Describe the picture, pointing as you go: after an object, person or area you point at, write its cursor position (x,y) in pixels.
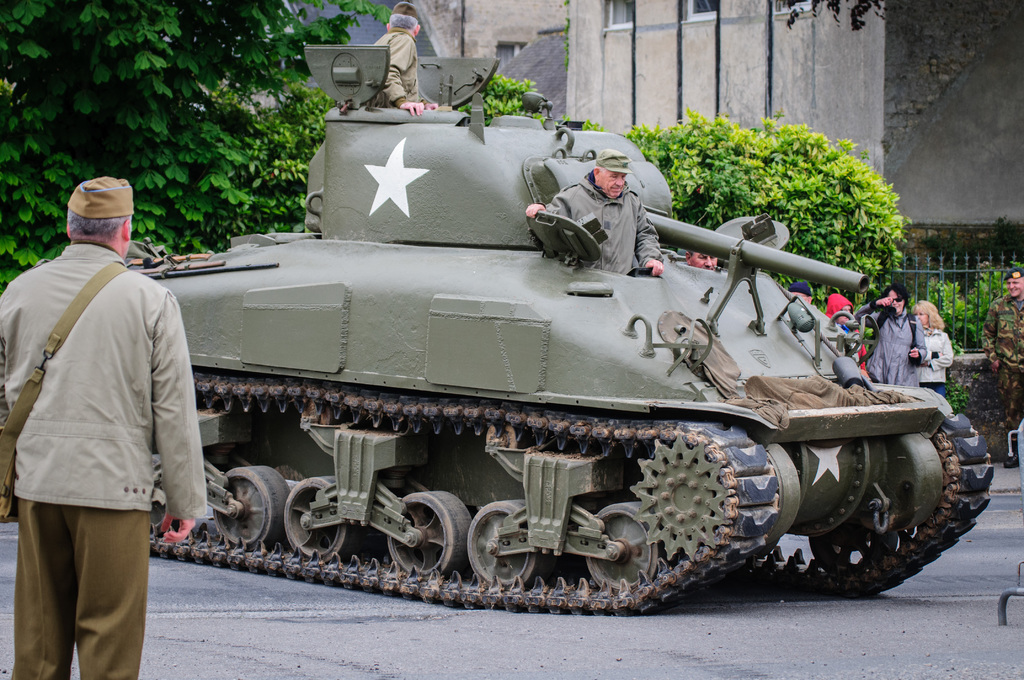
There is a man (129,502) standing and we can see people (616,224) in a tank (546,229) and road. In the background (977,429) we can see people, fence (950,270), trees (97,85) and wall (854,92).
